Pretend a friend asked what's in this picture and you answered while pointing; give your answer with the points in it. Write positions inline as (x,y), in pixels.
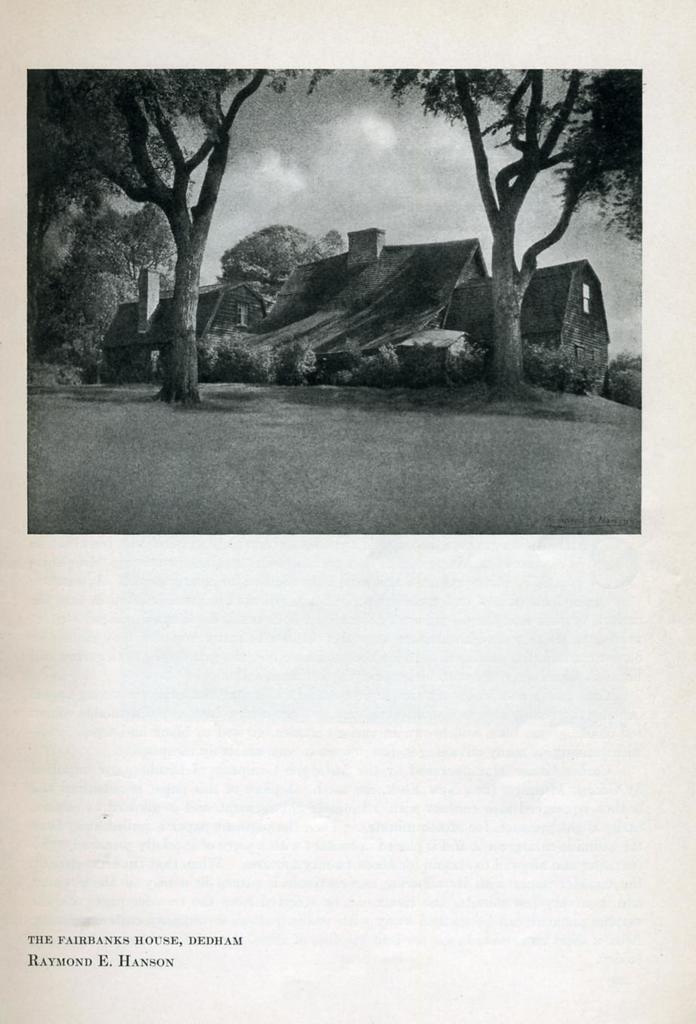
In this image we can see a paper (351,684) in which there is an image (81,476) which has some houses (359,277), trees (182,319), bushes (455,355) and top of the image (275,222) there is cloudy sky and on bottom left of the image (100,951) there are some words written on it.
